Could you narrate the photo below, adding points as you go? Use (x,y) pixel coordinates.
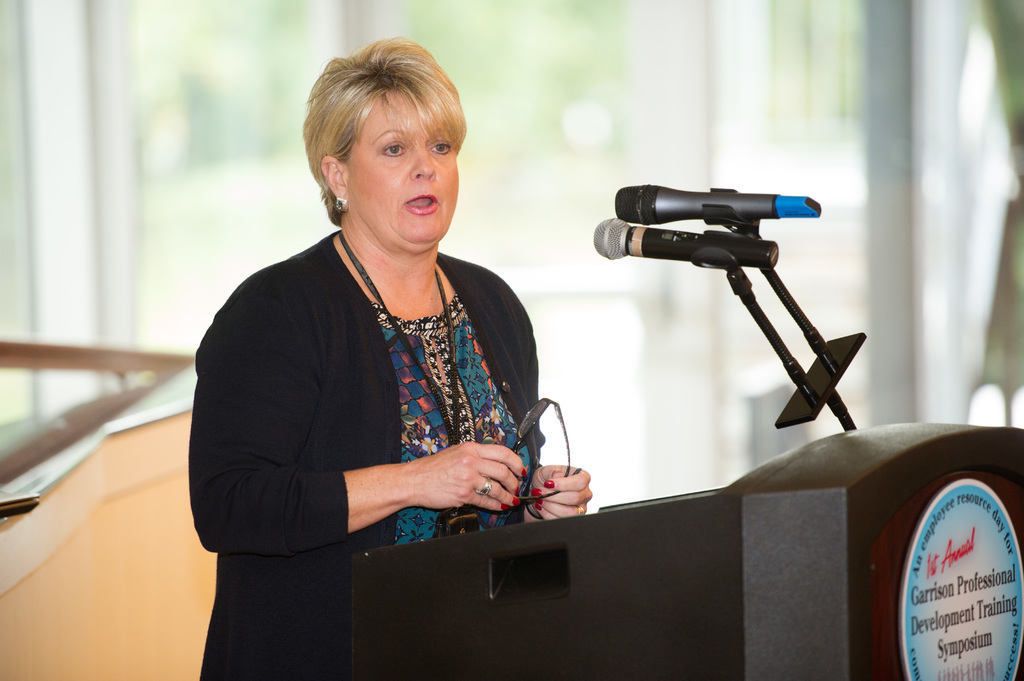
In this image I can see a woman (367,441) is standing in front of a podium (671,530). Here I can see microphones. The background of the image (511,52) is blurred.
